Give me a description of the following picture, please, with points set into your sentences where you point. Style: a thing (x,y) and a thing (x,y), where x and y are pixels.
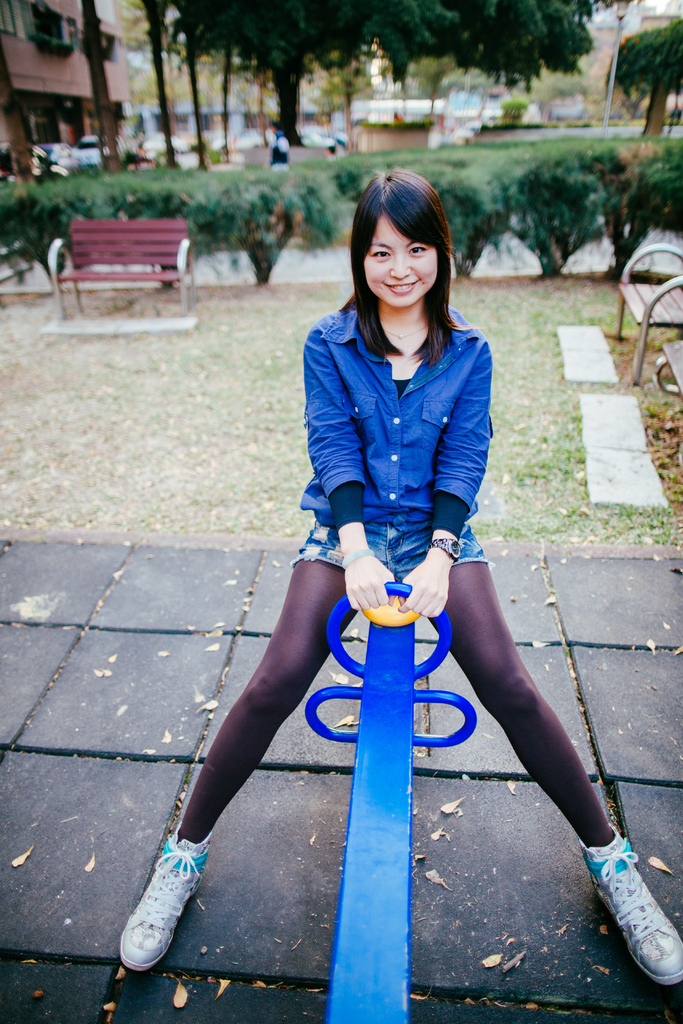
In this picture we can see woman (429,575) sitting on a seesaw (375,729) and smiling and at back of her we can see trees (306,42), benches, path (583,410), building (11,38) with windows (27,24), pole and it is blurry.
